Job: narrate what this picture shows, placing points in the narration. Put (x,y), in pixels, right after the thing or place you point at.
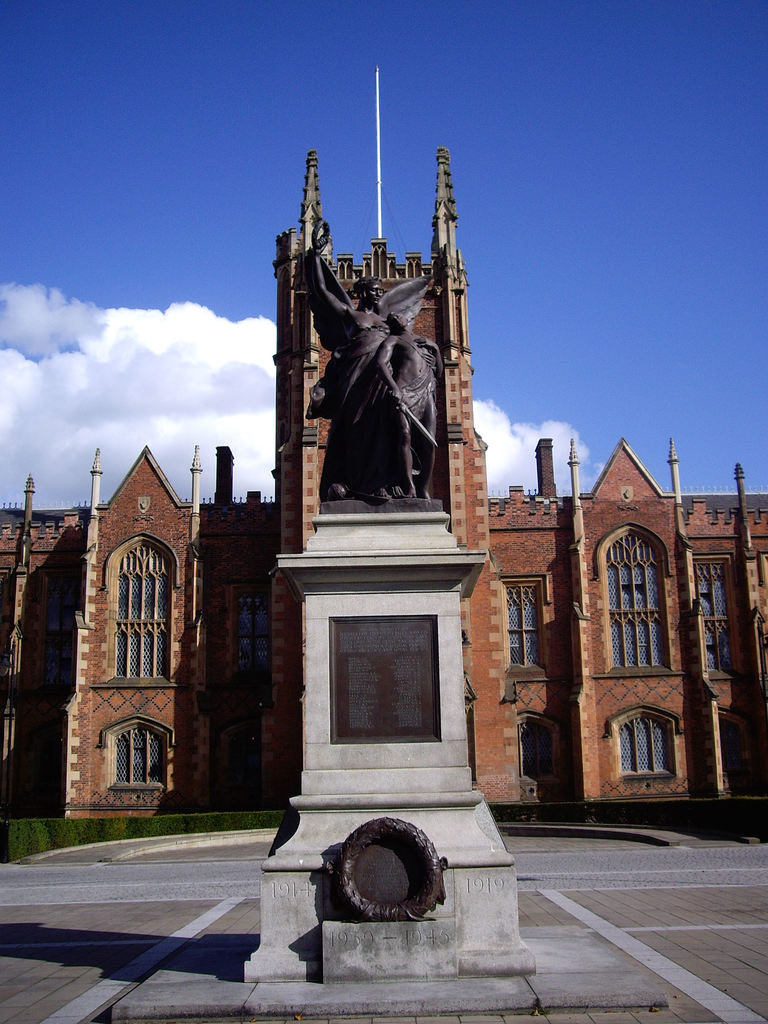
In this image there are sculptures (380,458) of persons (370,438) on the block (371,754), there is a building (112,626) and some clouds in the sky (113,379).
